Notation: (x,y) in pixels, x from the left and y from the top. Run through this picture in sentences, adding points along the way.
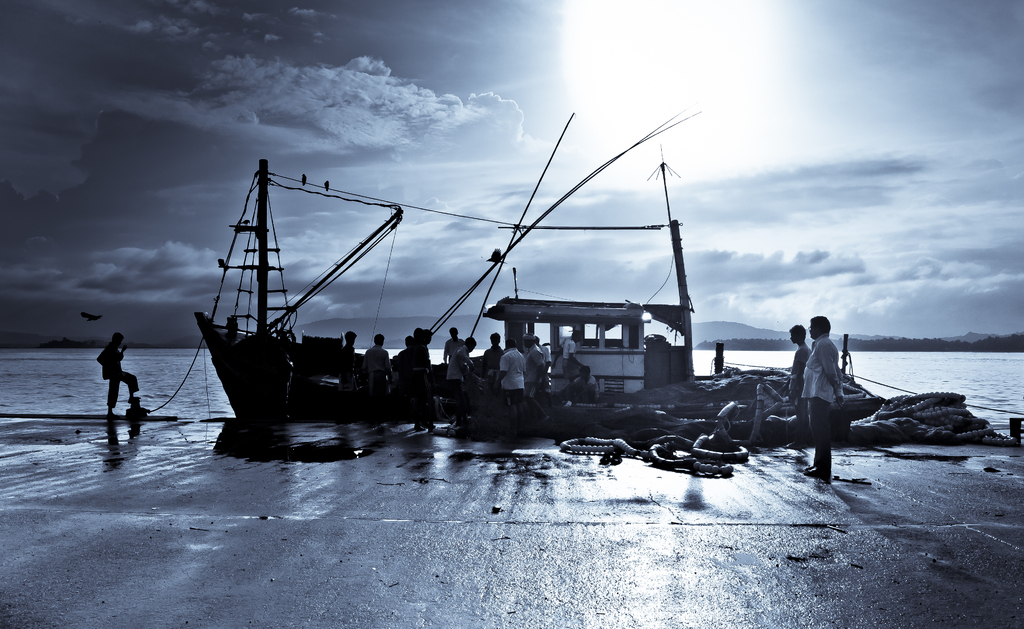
In this image we can see the ship (254,344) on the ground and there are people (388,357) standing on the ground (557,437). And there is the pipe (659,445), pole (846,347) and thread (171,396). And at the back (400,117) we can see the water (62,374) and the sky (438,147).
